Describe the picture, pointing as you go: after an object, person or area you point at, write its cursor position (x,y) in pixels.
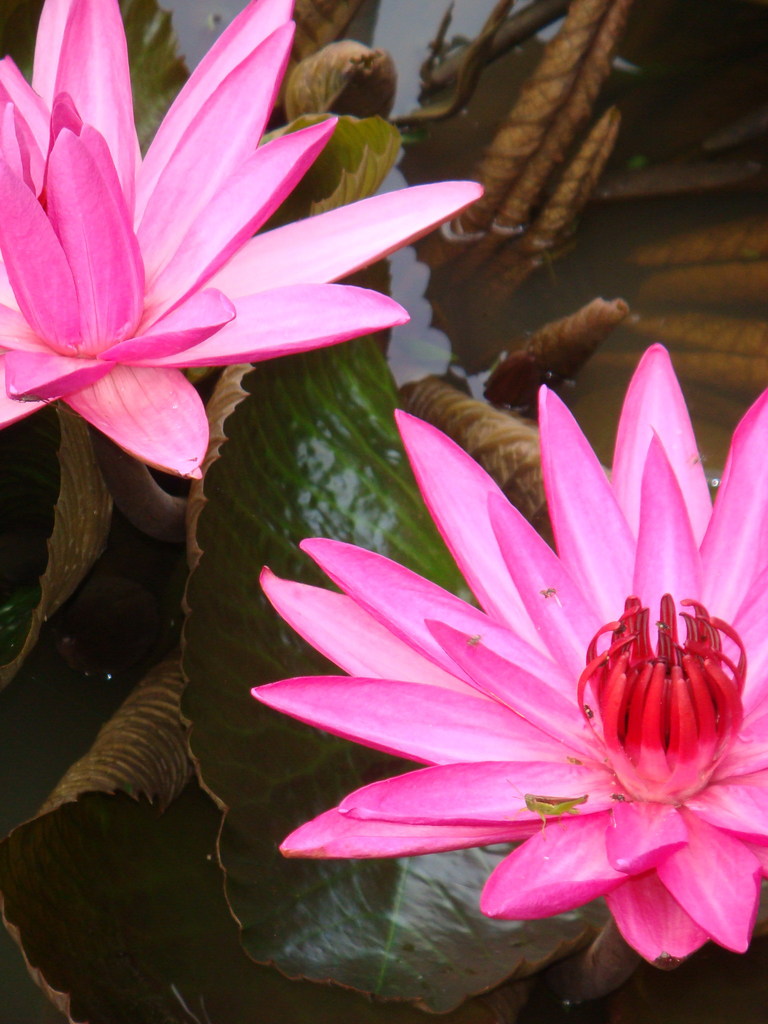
In the image there are lotus flowers (305,292) in a pond (510,330).
